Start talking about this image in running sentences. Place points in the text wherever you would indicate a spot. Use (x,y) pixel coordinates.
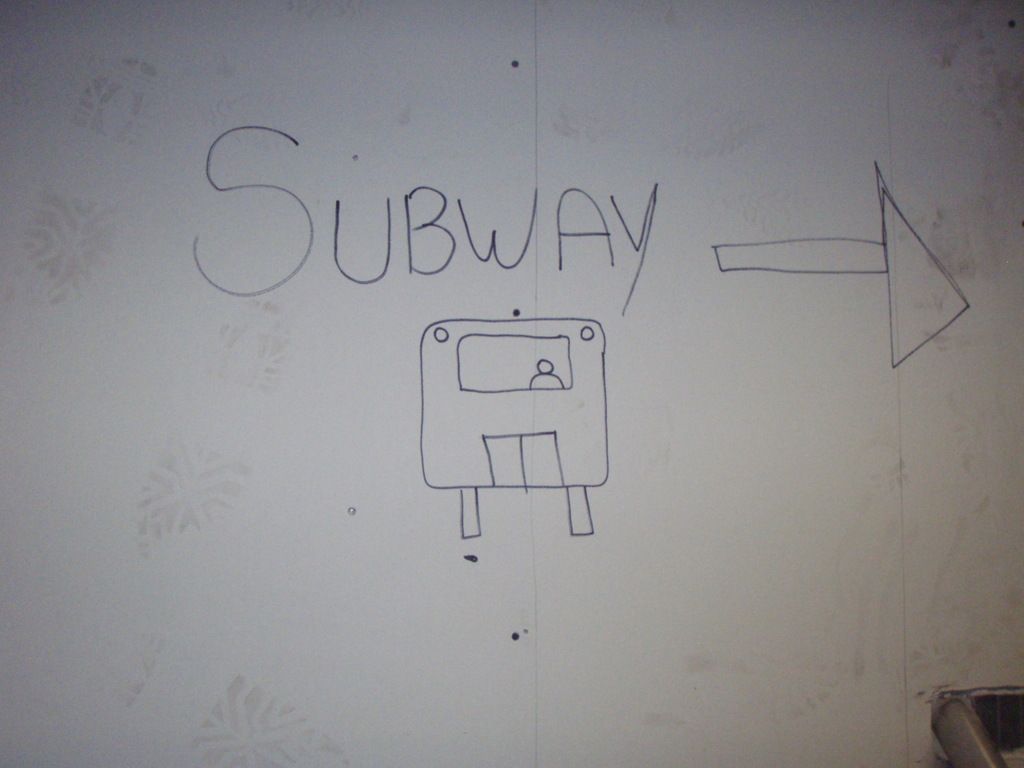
In this image I can see the wall (726,138), on the wall (680,138) I can see a text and symbol (524,428).
